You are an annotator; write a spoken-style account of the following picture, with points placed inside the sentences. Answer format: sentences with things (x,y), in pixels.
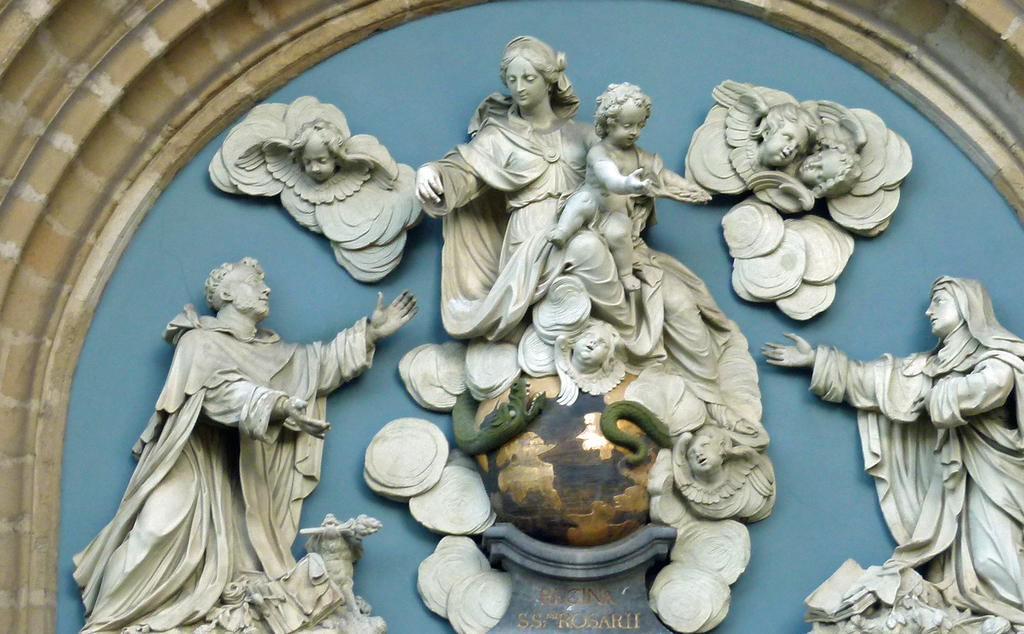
In this image I can see few statues (663,277). They are in white color. Background (675,32) is in blue color and brown and white color wall (93,127).
